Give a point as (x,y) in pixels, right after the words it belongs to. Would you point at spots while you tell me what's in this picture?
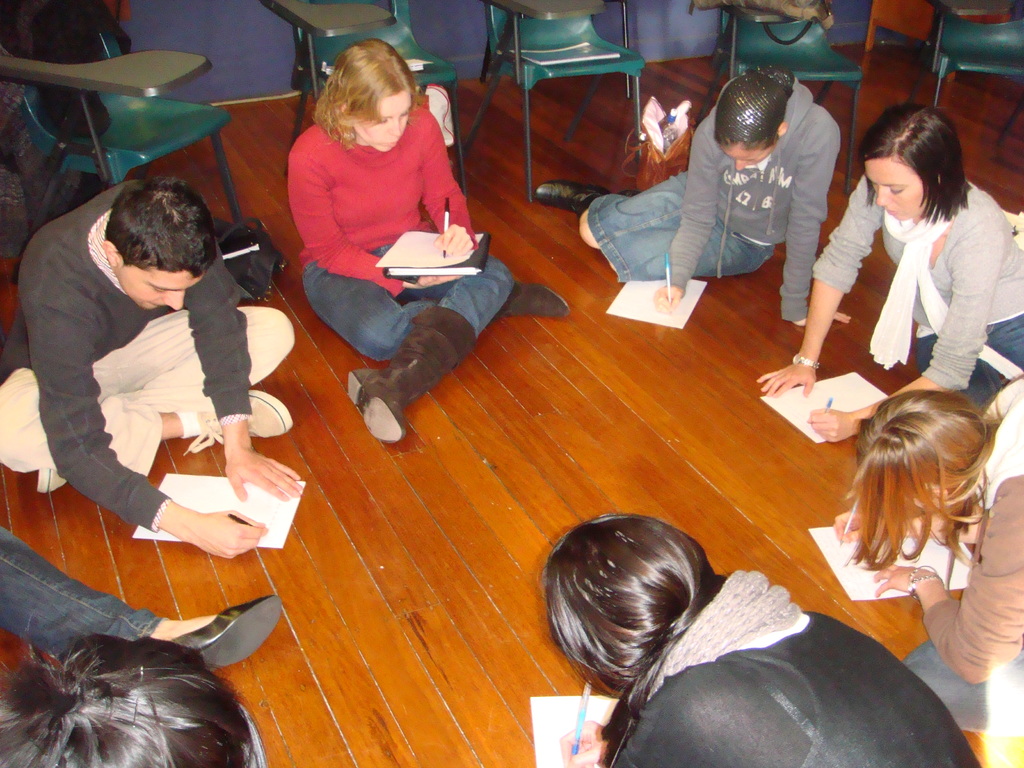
In this image I can see few people (414,369) are sitting on floor (639,511). I can see all of them are holding pens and I can also see number of white colour papers (857,573). In background (123,144) I can see few green colour chairs (473,130) and over here I can see a bag (644,145).
